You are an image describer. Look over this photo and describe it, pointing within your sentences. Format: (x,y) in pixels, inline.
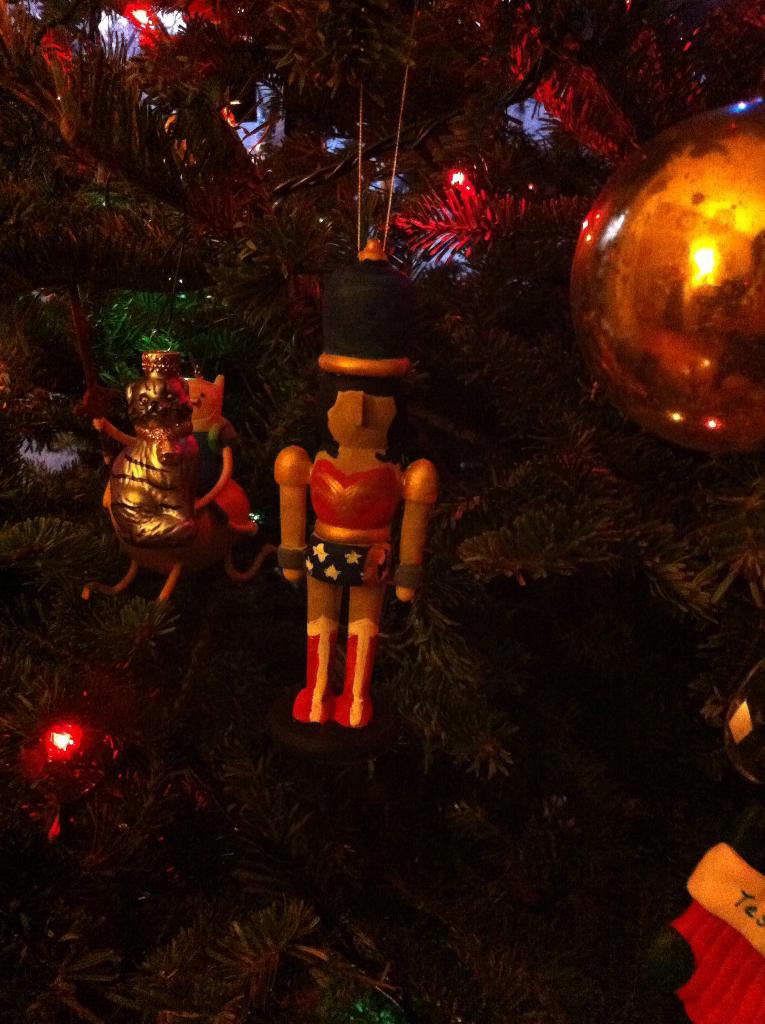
In this picture we can see a Christmas tree (327,838) and decorative objects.
